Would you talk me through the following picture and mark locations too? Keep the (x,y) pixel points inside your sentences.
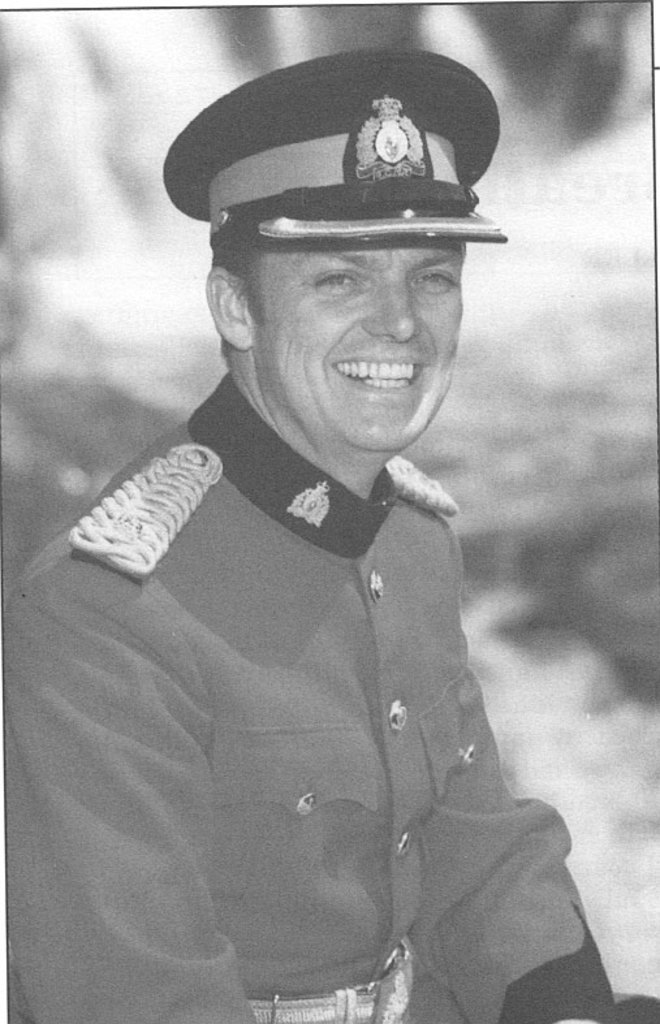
In this picture we can see a man (350,595) and he is smiling and in the background (30,536) we can see it is blurry.
